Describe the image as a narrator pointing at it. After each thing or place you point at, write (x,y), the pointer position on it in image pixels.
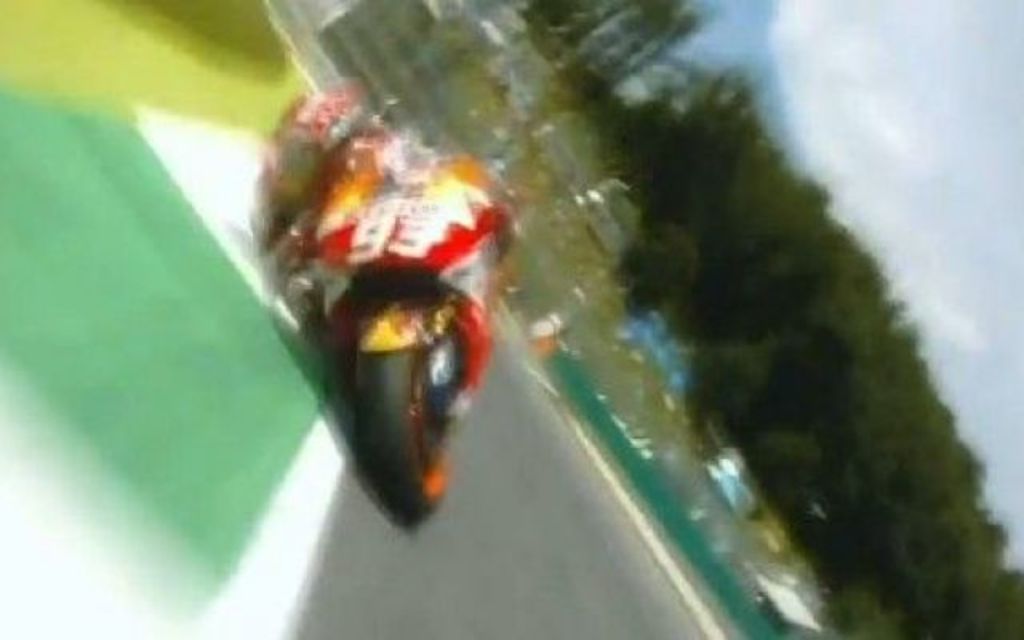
In this image I can see the motorbike (415,370) on the road (391,538). In the background (738,213) I can see many trees (651,217) and the sky (772,100). And the image is blur.
